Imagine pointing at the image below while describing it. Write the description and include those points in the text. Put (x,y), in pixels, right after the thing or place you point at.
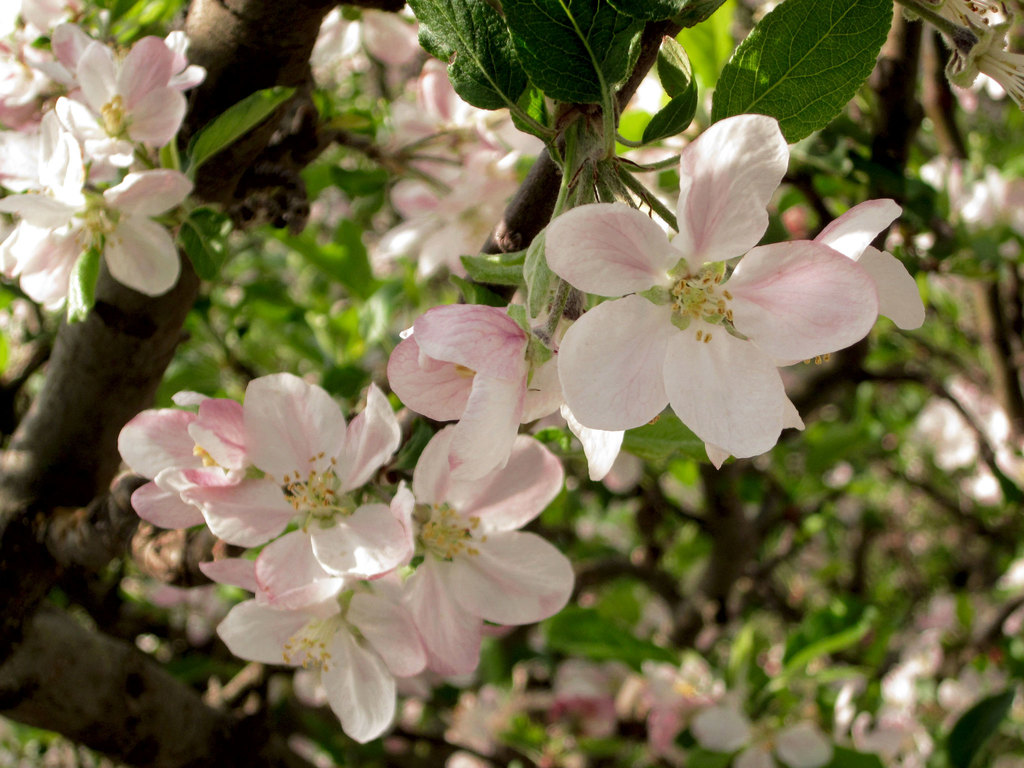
In this image we can see the branch (173,692) of a tree (111,290). Here we can see the flowers (671,239) and here we can see the green leaves (498,84).
